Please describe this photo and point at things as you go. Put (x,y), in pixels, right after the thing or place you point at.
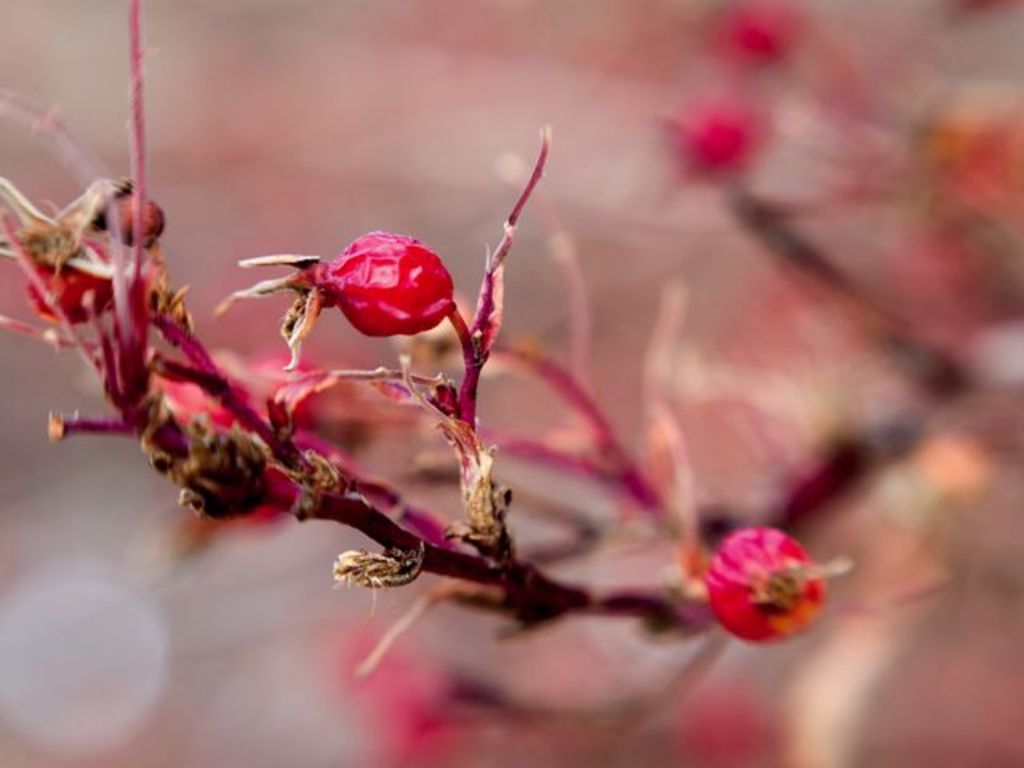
In this image I see the stems (466,423) on which there are red color things (321,268) and I see that it is blurred in the background (521,152).
